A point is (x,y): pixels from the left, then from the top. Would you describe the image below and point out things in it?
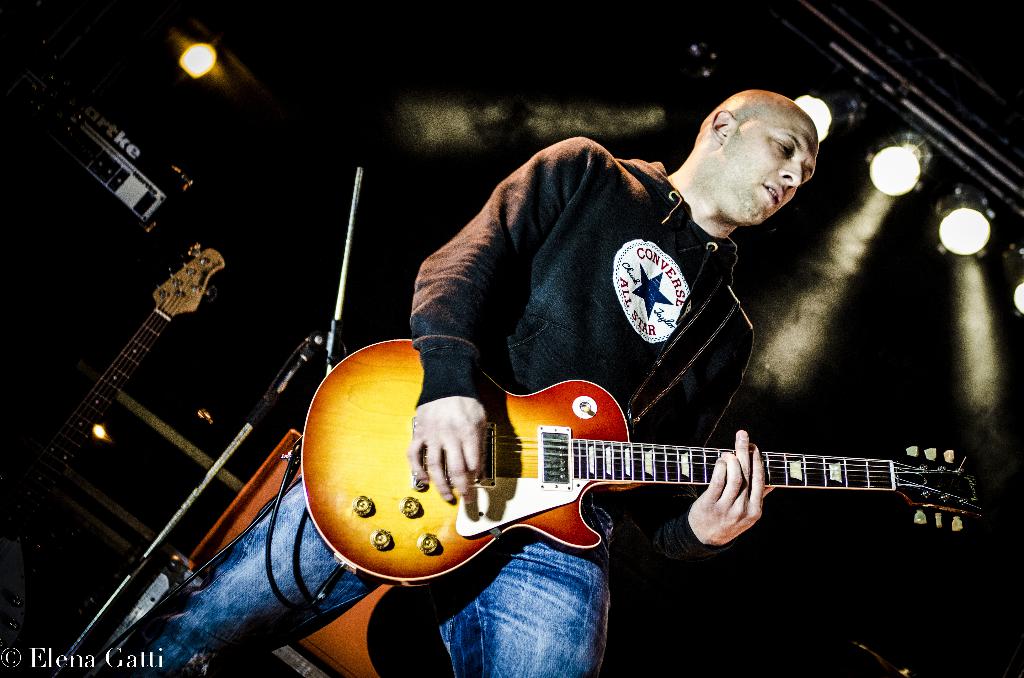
In this picture we can see a man (589,632) standing and playing guitar (345,455) with his hands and in the background (202,293) we can see a mic stand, guitar (163,300), lights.
